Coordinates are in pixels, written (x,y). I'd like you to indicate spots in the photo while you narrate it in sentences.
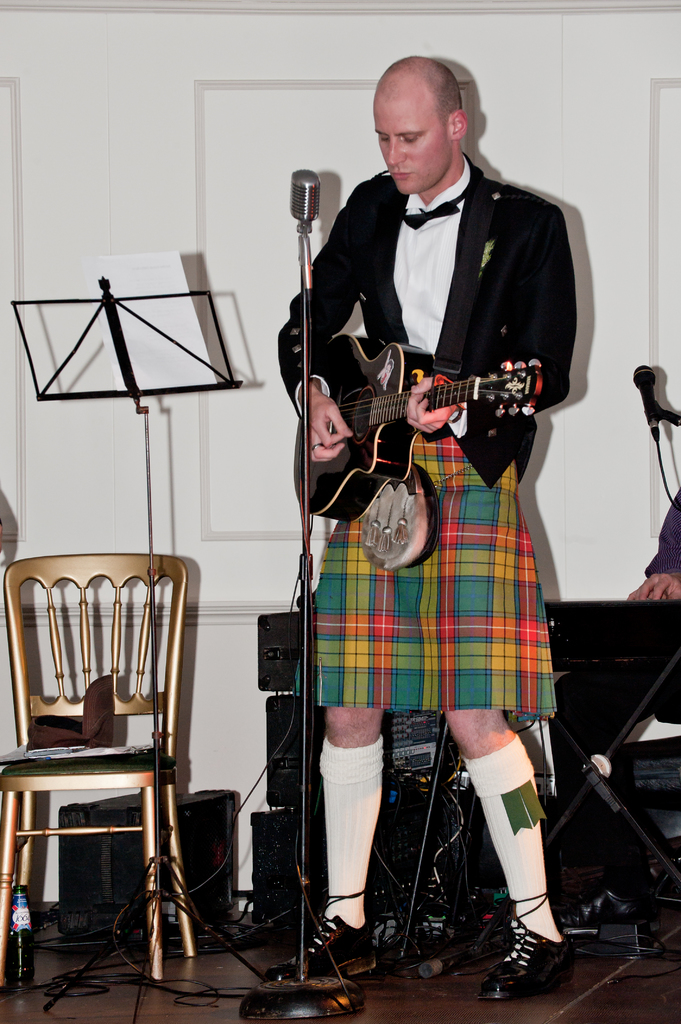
In the center (362,576) we can see one person (343,629) holding guitar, in front there is a microphone (298,190). On right (677,689) we can see another person (659,693) sitting and holding keyboard (653,633). On the left (94,780) there is a chair (123,760) and bag (107,740). In the bottom (37,983) we can see bottle (16,895) and wire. In the background (324,861) there is a wall (150,104) and speaker (286,831).
